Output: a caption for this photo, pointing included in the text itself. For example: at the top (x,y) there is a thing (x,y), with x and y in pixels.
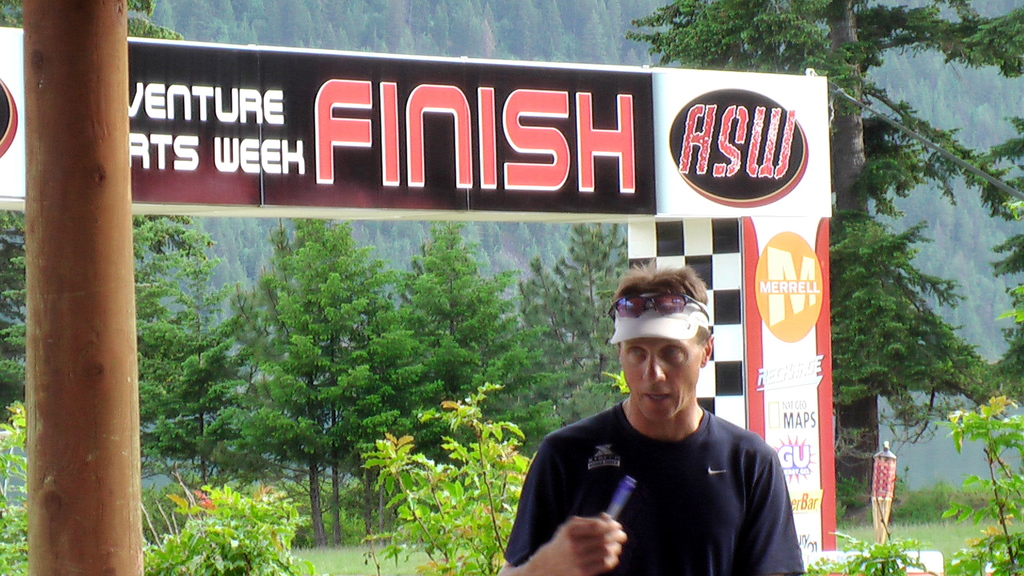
As we can see in the image there is a man (650,392) wearing blue color t shirt (691,511) and there is a banner (717,129). In background (197,389) there are trees (430,307) and grass (349,566).
